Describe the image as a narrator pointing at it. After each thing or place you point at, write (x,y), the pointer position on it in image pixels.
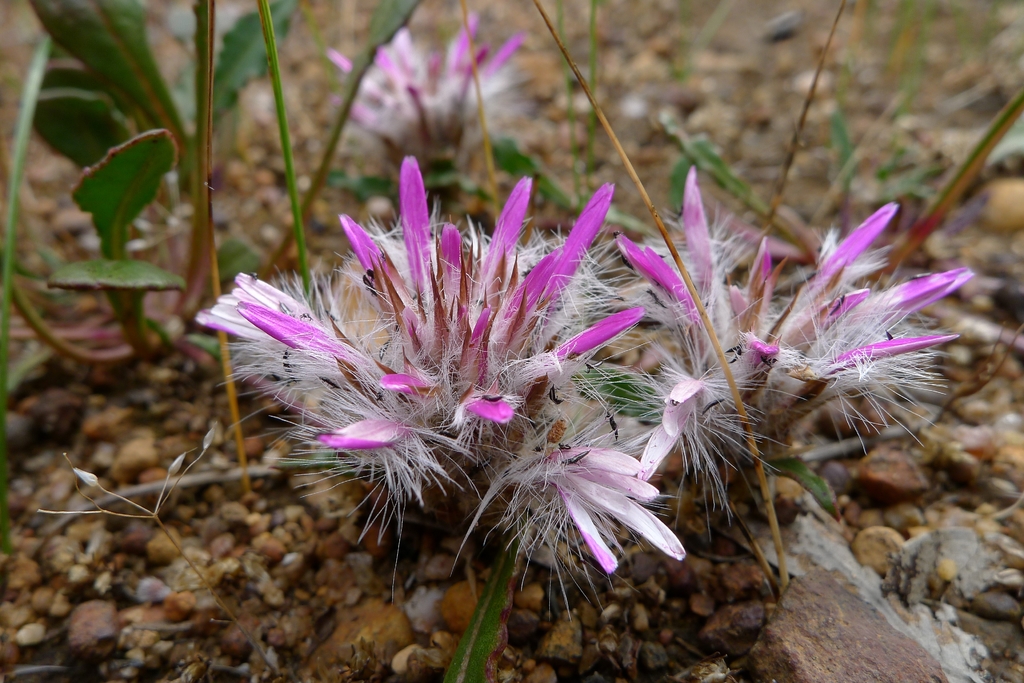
At the bottom of the image (334,491) we can see some stones (981,461). In the middle of the image (450,437) we can see some plants (375,30) and flowers (928,418).
